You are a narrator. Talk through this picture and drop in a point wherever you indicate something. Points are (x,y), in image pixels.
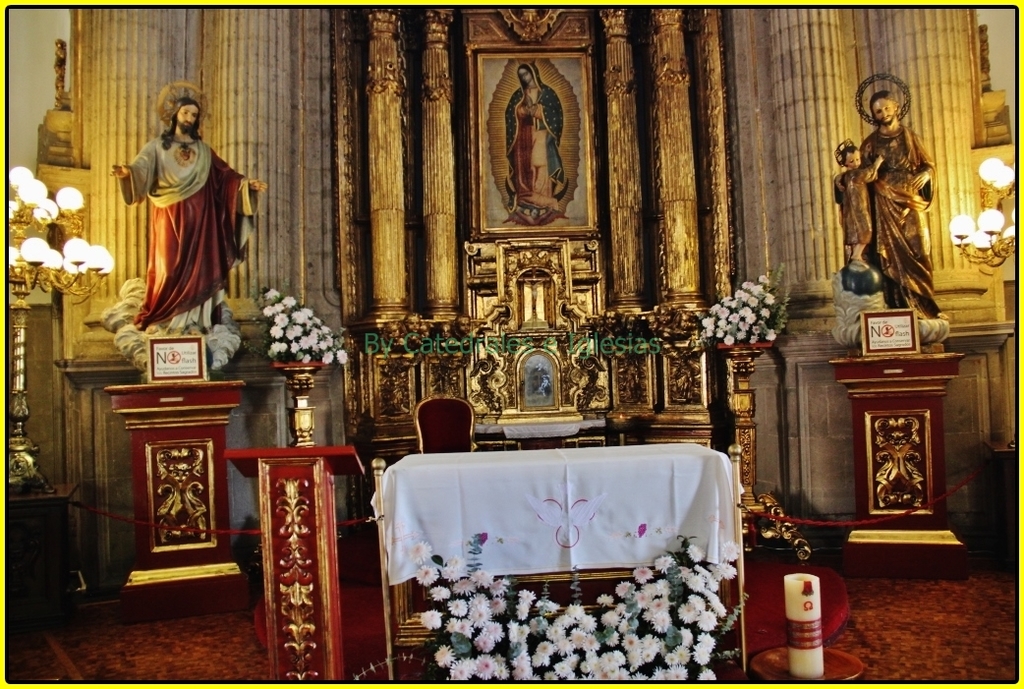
This picture describes about inside view of a church (675,240), in this we can find statues (202,185), lights (93,259), flowers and frames (873,346).
